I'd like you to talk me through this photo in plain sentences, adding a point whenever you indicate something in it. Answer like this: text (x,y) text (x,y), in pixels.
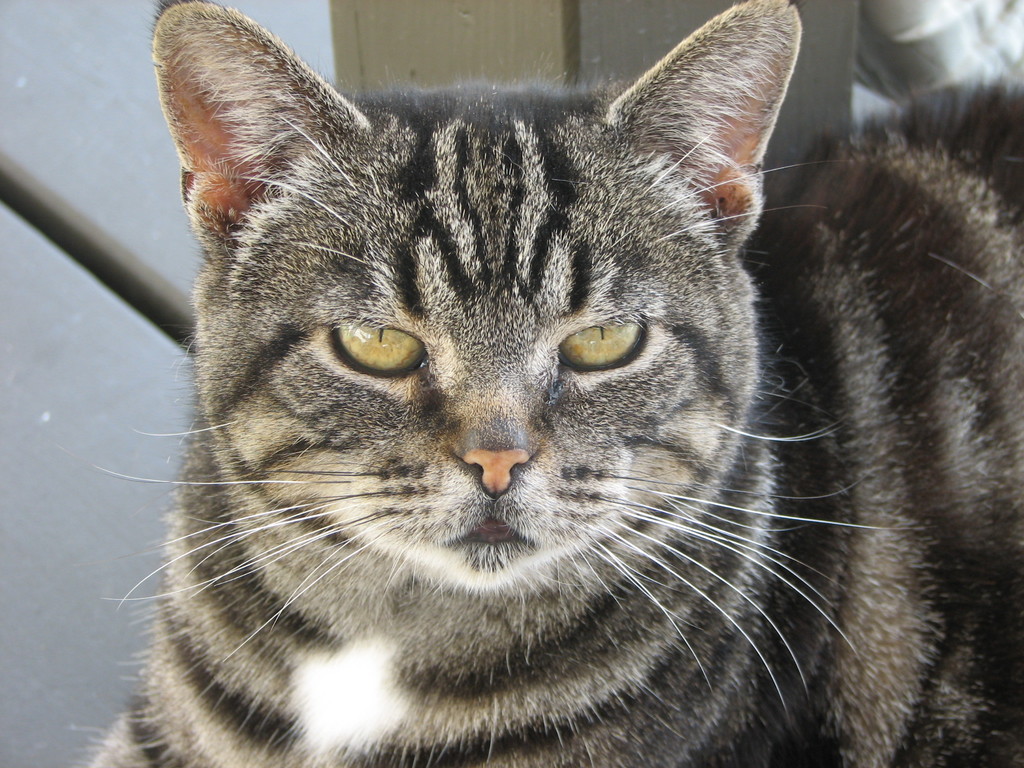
In this image I can see the cat (628,388) which is in white and black color. I can see the whiskers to the cat (394,155). In the background (457,49) I can see the surface (92,32).
